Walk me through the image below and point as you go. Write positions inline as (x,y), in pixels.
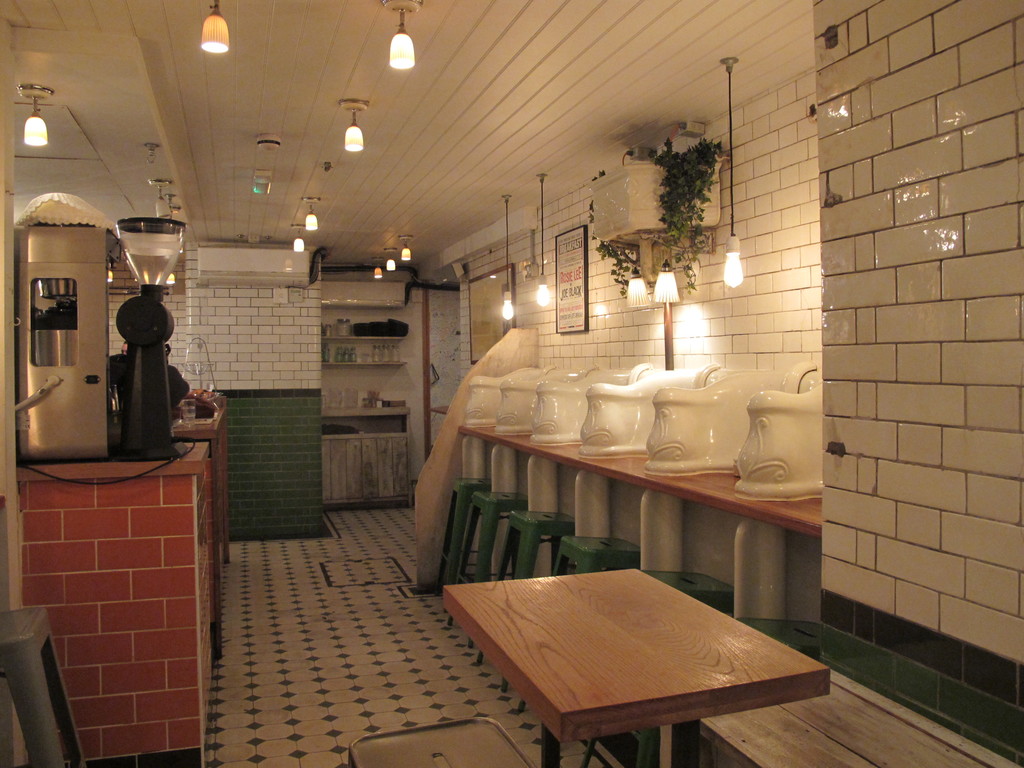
In this there is a table (672,656) at the bottom side of the image (584,674) and there are lamps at the top side of the image (157,209) and there is a vending machine (36,444) on the left side of the image (30,419), there are stools (621,567) in series on the right side of the image (796,634).
